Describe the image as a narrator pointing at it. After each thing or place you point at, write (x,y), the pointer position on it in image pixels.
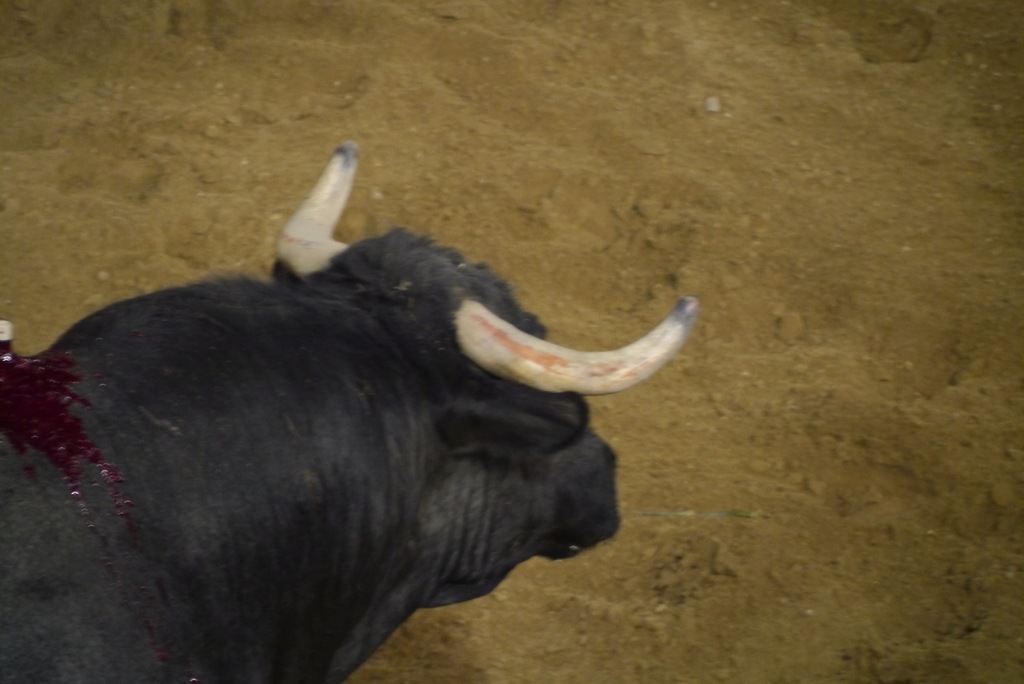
In this image we can see an animal (254,426). In the background (635,292) there is sand (691,283).
